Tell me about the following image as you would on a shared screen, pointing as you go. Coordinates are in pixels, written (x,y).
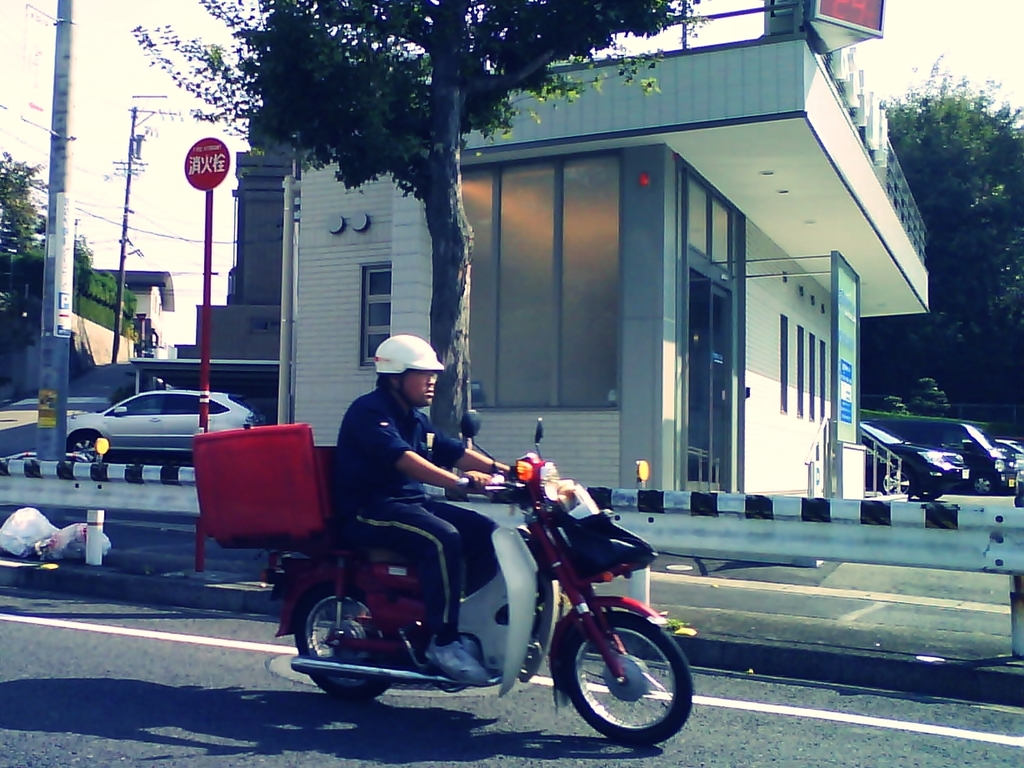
In the picture we can see a person (413,469) wearing blue color dress (393,414), white color shoes (464,658), helmet (402,356), riding motorcycle (333,644) on road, in the background (666,346) there are some houses (259,300), trees (10,206), boards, poles (67,349), vehicles (138,404) which are parked.
